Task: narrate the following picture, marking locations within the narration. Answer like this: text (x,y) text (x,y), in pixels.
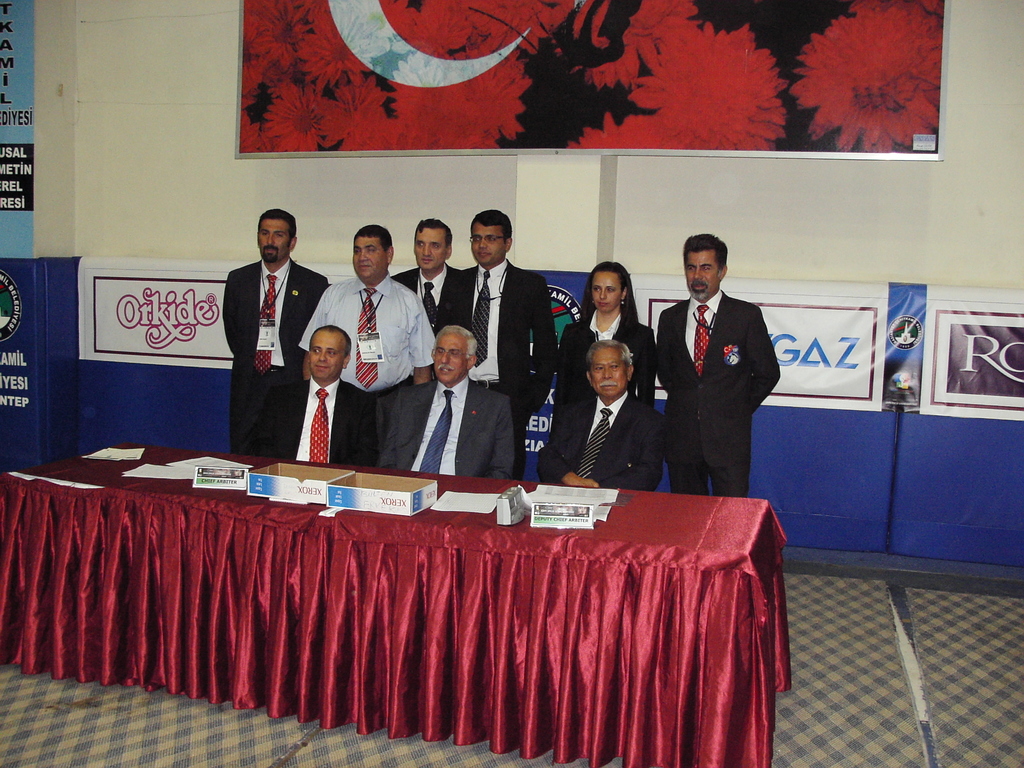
In this picture I can see three persons (560,445) sitting and group of people (535,362) standing, there are banners (789,391) and a board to the wall (182,194), there are papers (586,492), boxes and some other items (585,518) on the table (663,720).
